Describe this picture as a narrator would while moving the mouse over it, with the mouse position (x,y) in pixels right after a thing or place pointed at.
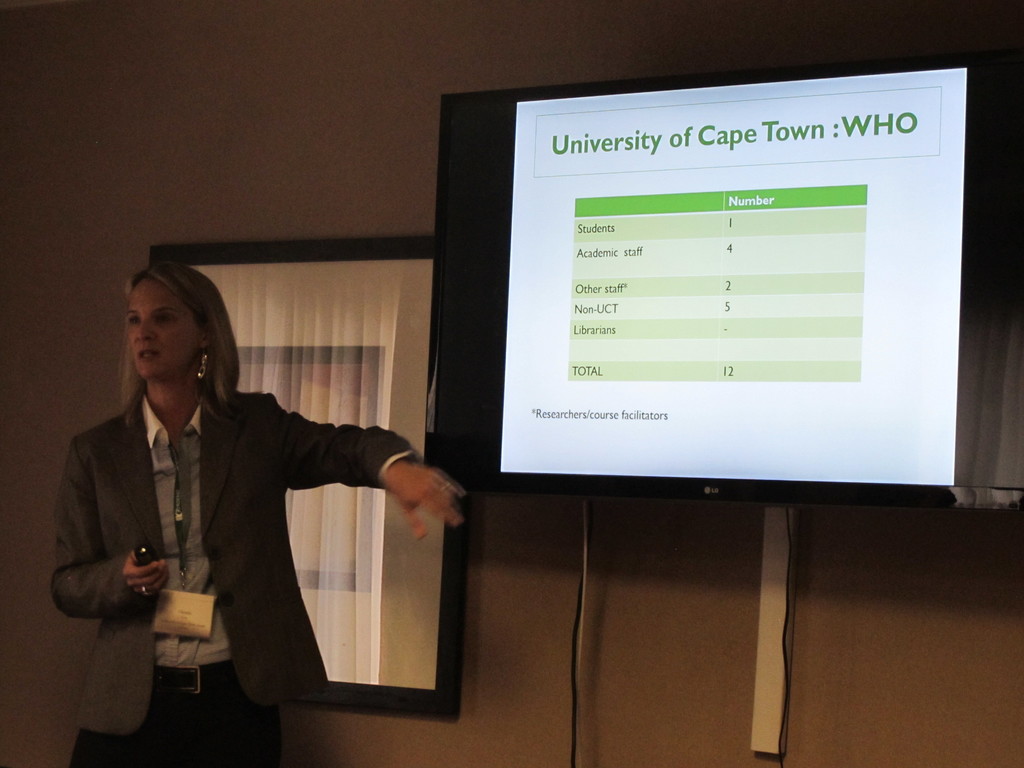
In this image there is a woman (186,515) wearing blazer (148,502). She is holding a remote (143,550) in her hand (151,587). Right side (753,175) there is a screen (726,426) attached to the wall (540,542) having a window (389,418).
